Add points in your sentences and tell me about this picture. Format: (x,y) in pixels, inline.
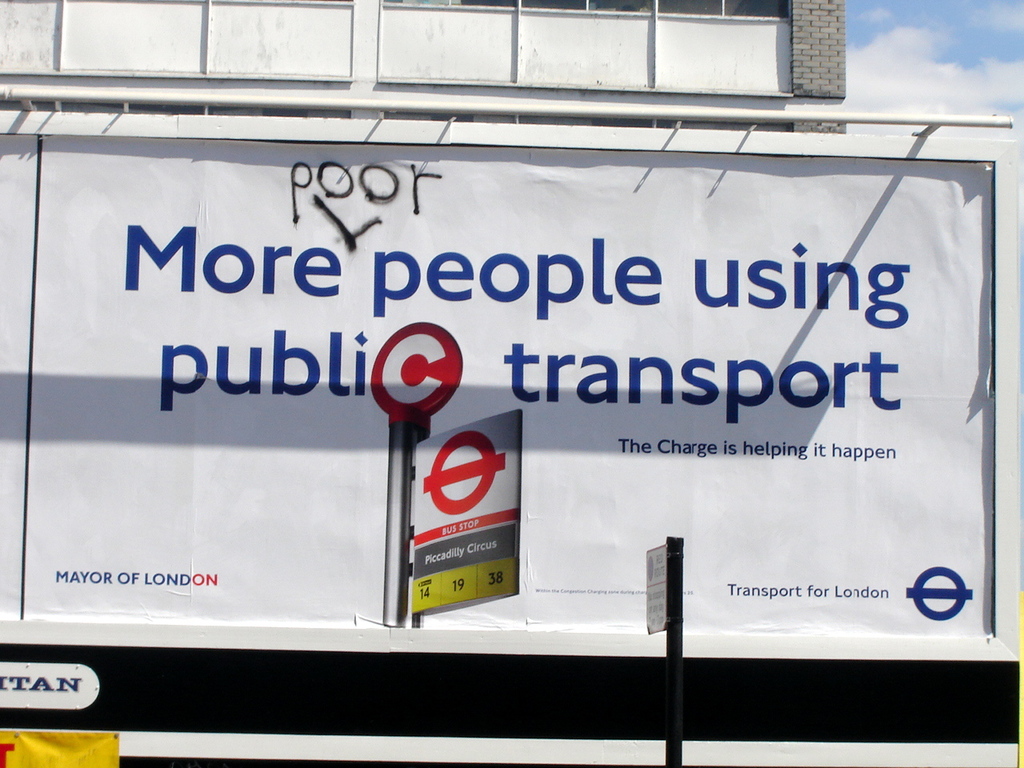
This image consists of a hoarding (430,258). There is something written on that. There is the sky (973,55) in the top right corner (1019,119).
